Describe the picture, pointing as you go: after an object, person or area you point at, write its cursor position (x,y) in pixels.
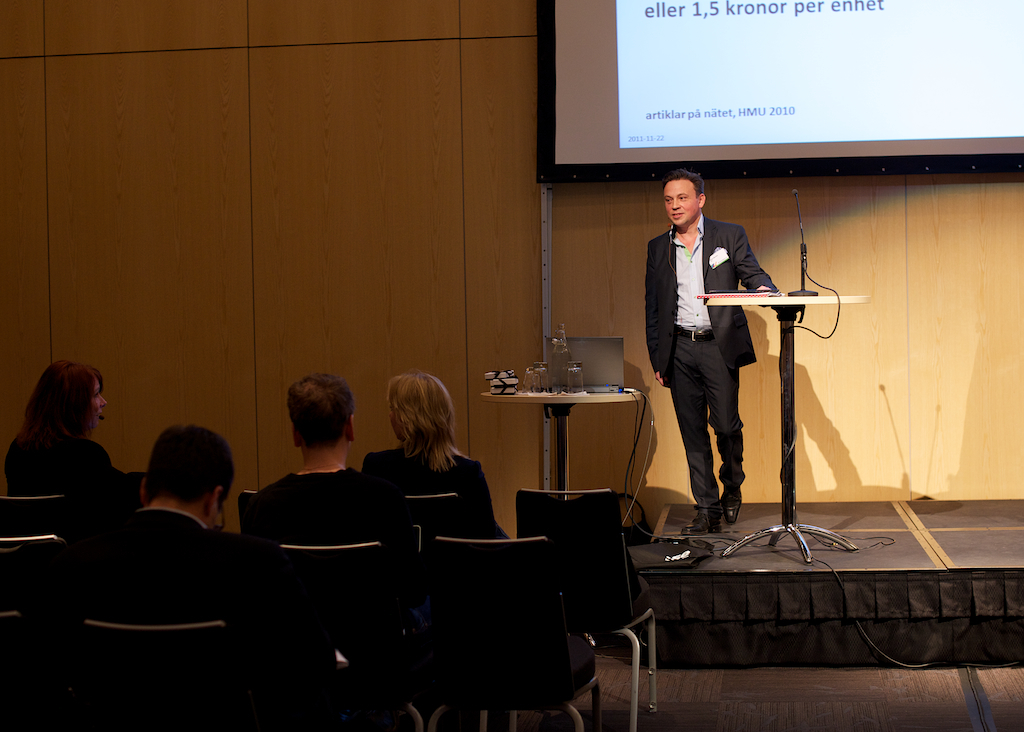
in this image we can see a person (722,496) standing on the stage (945,543), beside him there is a table (783,396). On the table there is a mike (800,274) and file (710,298). On the left side of the image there are another table (557,393). On the table (581,394) there is a jar (555,352), glass (568,377) and some other objects (584,380). In front of the person (703,281) there are some people (300,498) sitting on the chairs (560,692). In the background (368,153) there is a screen (868,85) attached to the wall (949,399).
